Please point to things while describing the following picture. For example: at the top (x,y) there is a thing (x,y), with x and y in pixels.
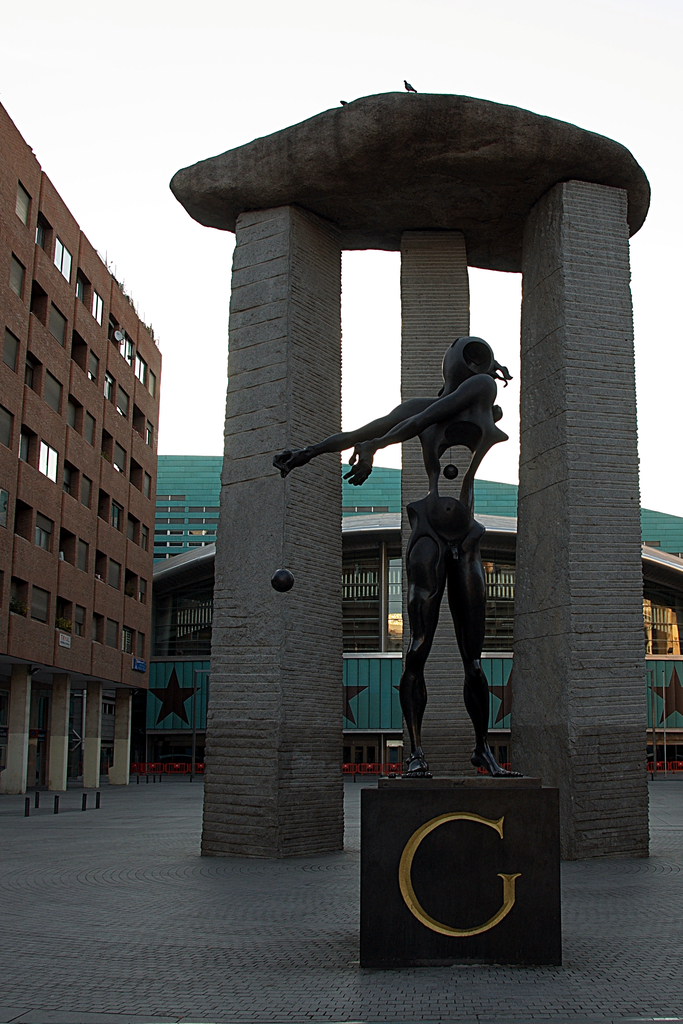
In the middle of this image (422,577), there is a statue (415,569) on a platform (534,820), which is having a letter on it. In the background (572,478), there is an arch (243,288), there are buildings (93,291) and there are clouds (680,482) in the sky (153,76).
